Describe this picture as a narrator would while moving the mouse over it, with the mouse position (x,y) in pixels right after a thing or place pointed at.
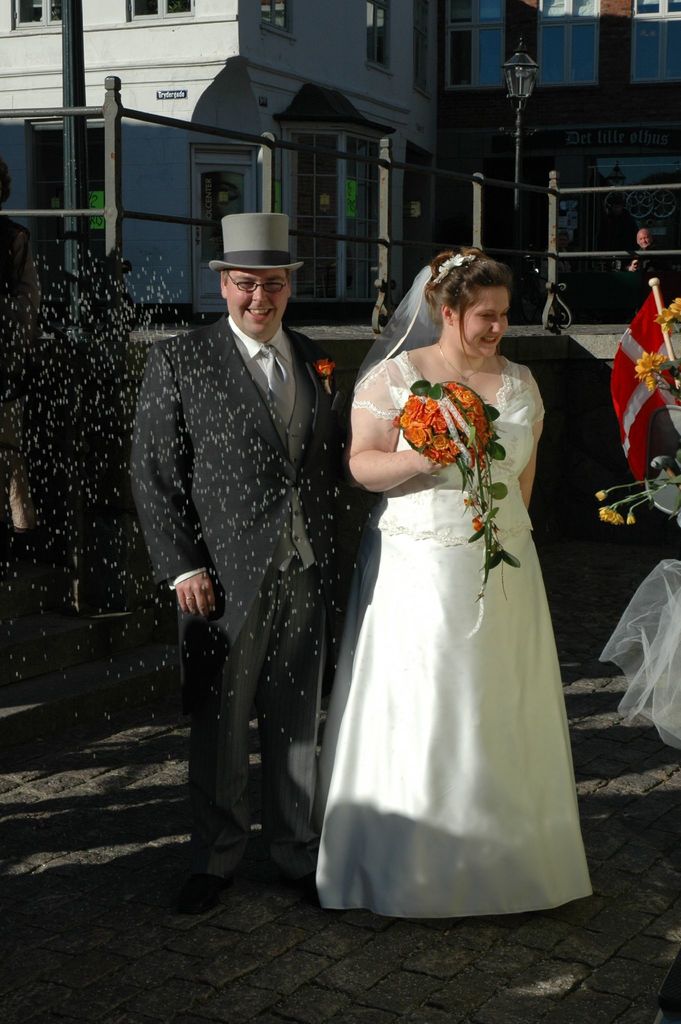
In this picture there is a couple (380,560) standing and the woman (429,496) is holding a bouquet (493,419) in her hand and there is a fence (441,175) and a building (404,67) behind them and there are some other objects (651,427) in the right corner (665,421).
